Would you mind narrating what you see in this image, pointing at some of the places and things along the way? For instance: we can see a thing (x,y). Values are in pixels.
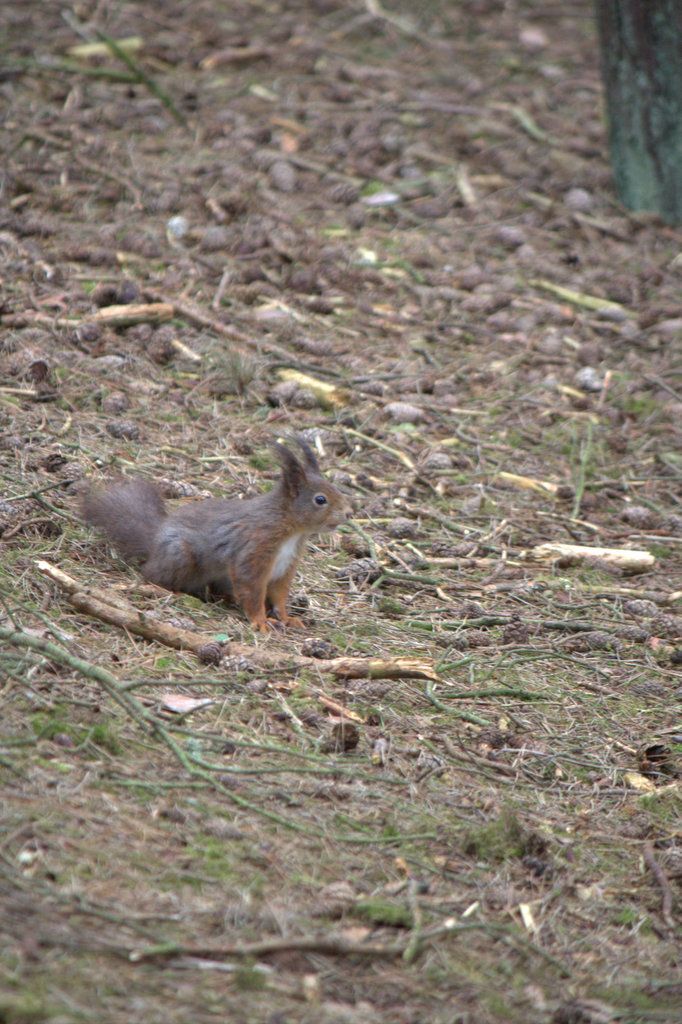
In the image there is a squirrel (213,571) standing on land (280,649) covered with twigs (437,582), grass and sand (381,68).
